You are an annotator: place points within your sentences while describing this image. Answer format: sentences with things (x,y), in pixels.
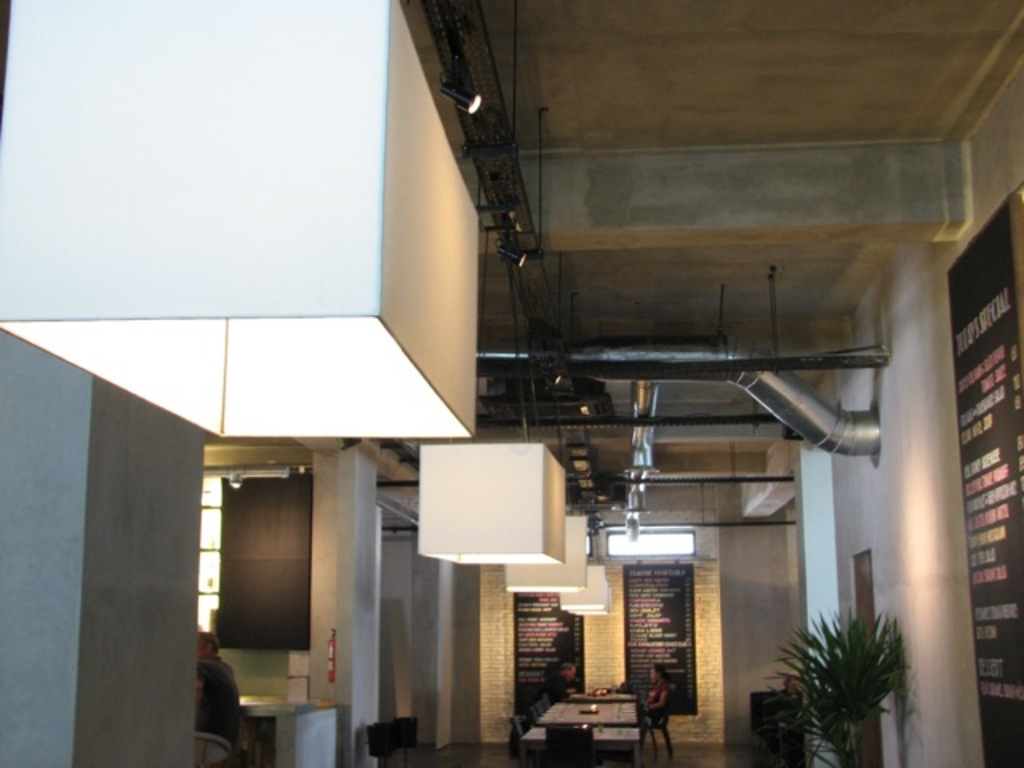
In this picture we can see plant (845,668), white boxes (219,227), lights (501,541) and board (993,643). There are people (663,705) and we can see chairs (397,725), objects (620,688) on tables (563,718) and pillars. In the background of the image (561,635) we can see boards (633,658) on the wall (703,634).
